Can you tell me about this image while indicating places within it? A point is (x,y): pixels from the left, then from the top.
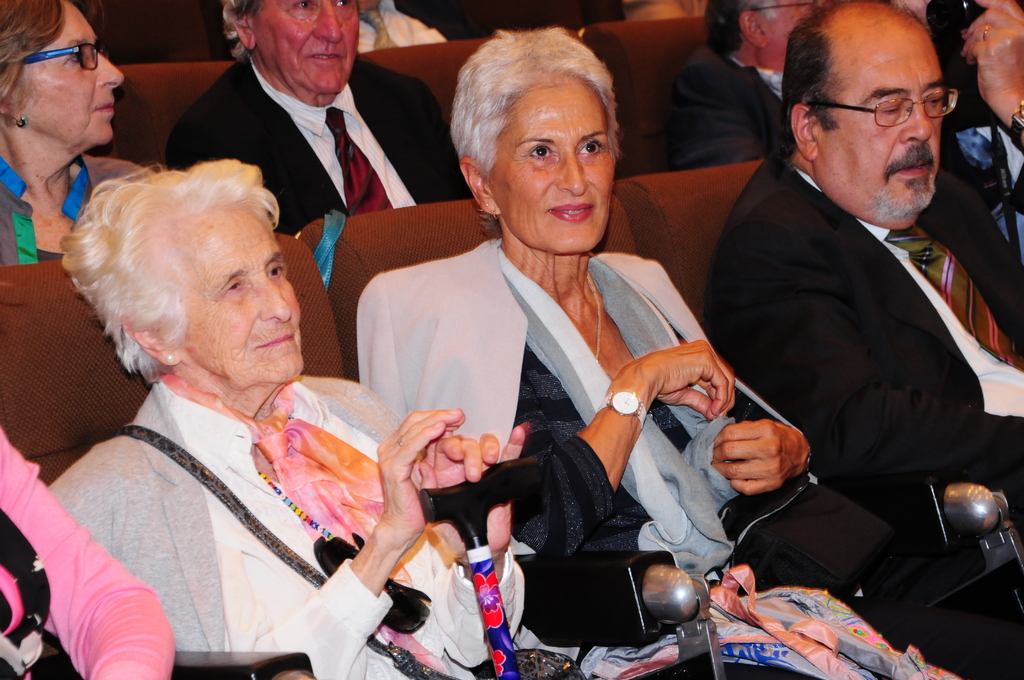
In this image we can see two ladies (587,493) sitting. The lady (372,518) sitting on the left (263,463) is holding a walking stick (478,551) and we can see a bag (769,546). There is a man (770,302) sitting next to them. He is wearing glasses (915,104). In the background (732,118) there are people (386,116) sitting and there are seats (660,142).
